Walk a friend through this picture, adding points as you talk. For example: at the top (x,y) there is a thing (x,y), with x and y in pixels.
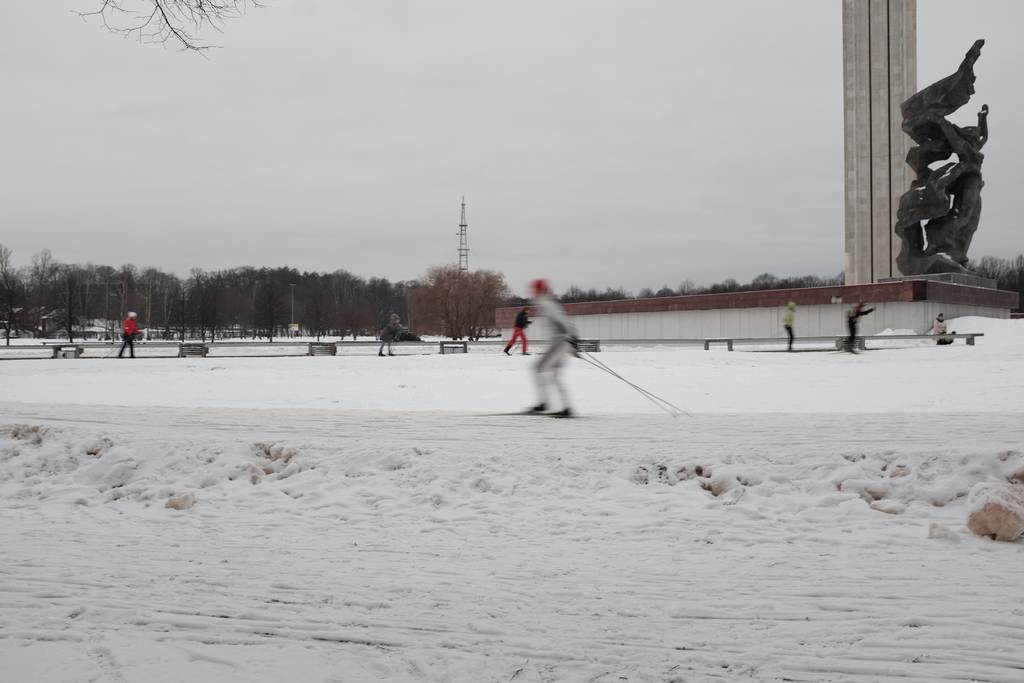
There is a person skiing on the snow (594,447). Here we can see trees (238,287), poles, towers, sculpture (962,237), and few persons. In the background (306,160) there is sky (718,187).
